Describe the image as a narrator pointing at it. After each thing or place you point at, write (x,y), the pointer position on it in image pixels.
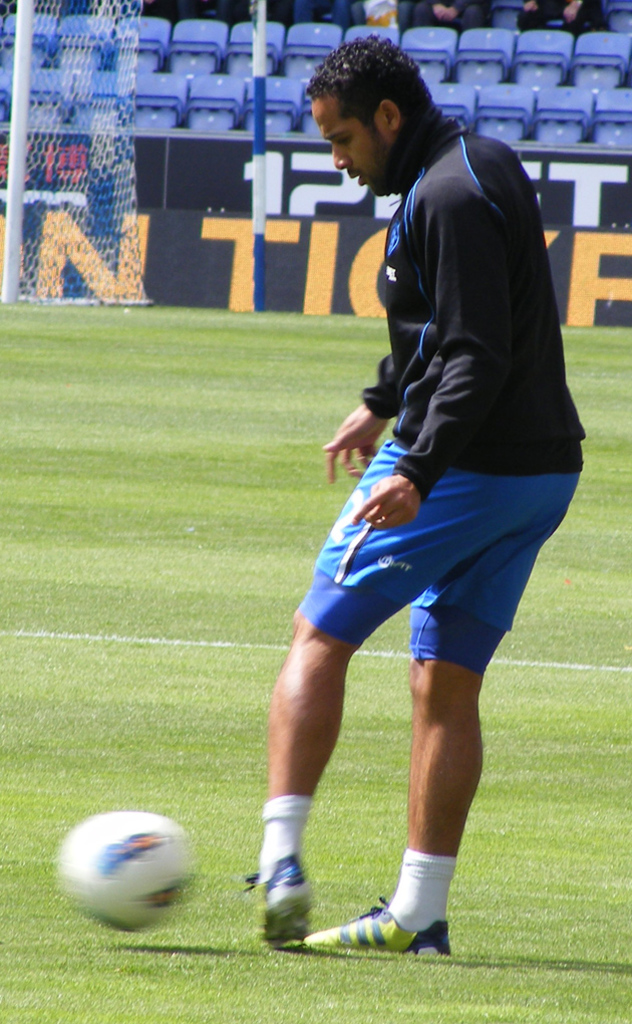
In this image, we can see a person (417,886) is standing on the grass (329,884). He is trying to hit a ball (138,874). Background (208,264) we can see hoardings (220,239), net (69,202), poles (7,242), seat (275,124). Here we can see few people (462,13) are sitting.
